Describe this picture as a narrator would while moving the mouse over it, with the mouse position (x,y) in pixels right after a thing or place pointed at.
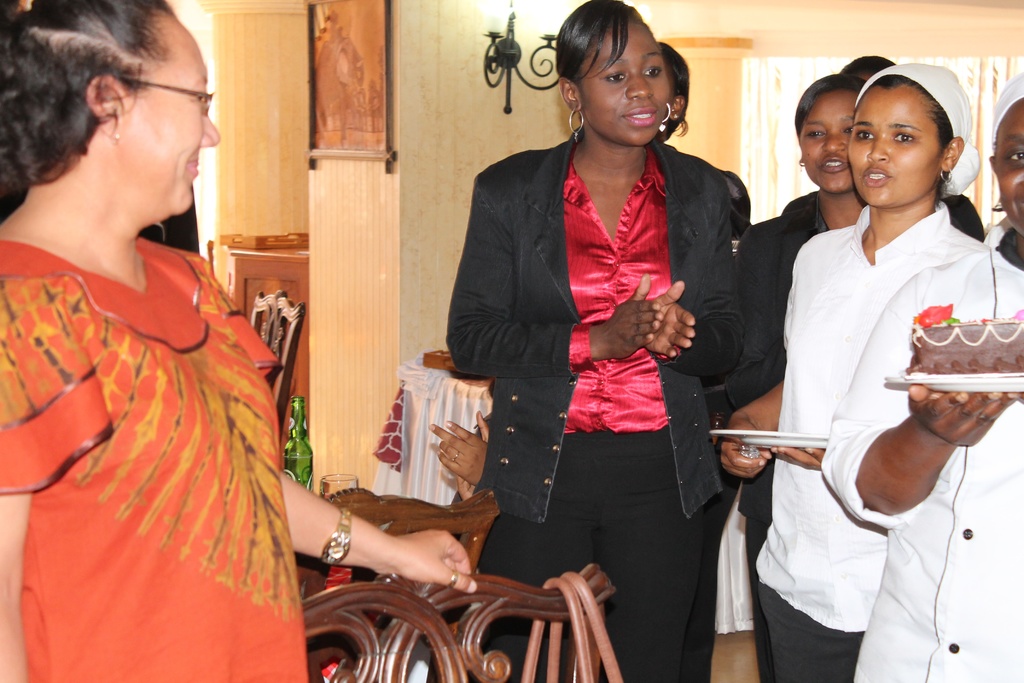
In the picture, a group of women (636,284) were standing and on the right side (879,319) one of the women (909,406) is holding a cake (923,367) in her hands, there are few chairs (370,517) in between the women (275,405) and in the background (299,162) there is a wall (299,162) and there is a photo frame (327,74) and a lamp (500,27) attached to the wall (445,244).
